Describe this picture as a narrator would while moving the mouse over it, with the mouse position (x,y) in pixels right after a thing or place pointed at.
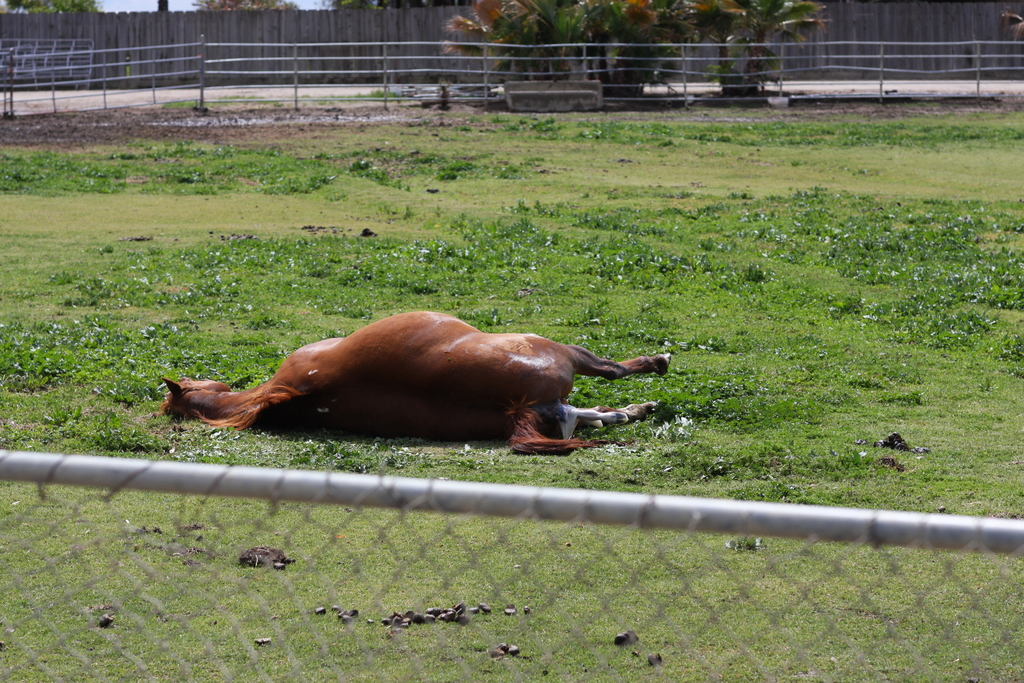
In this image we can see a horse (533,382) lying on the ground (561,458). We can also see some plants (610,321), grass (699,190), the metal fence (456,510), stones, a wooden fence (138,20), some plants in the pots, a pole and the sky (137,7).
